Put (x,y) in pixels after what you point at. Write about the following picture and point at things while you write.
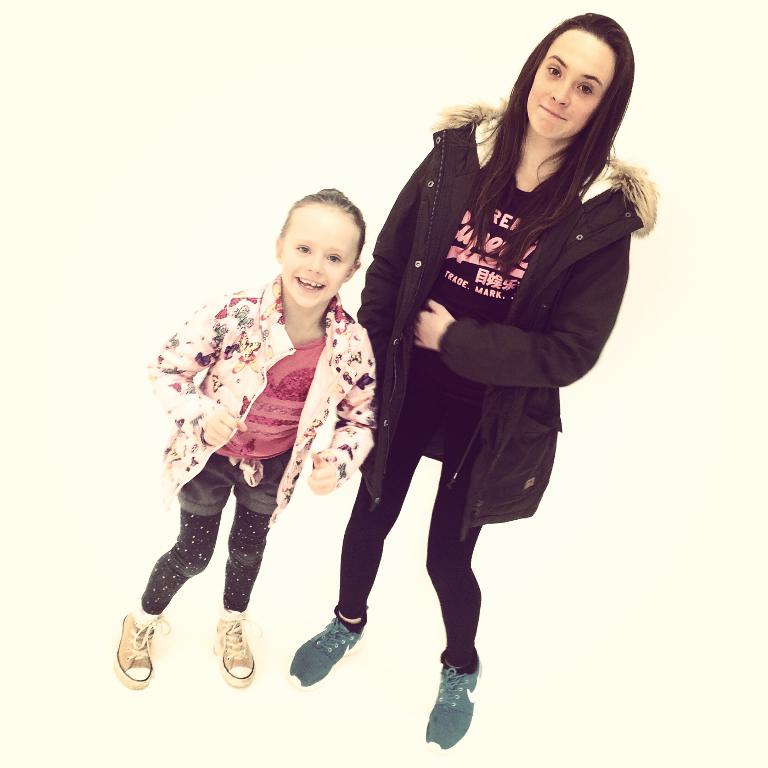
On the left side (222,448), there is a girl (345,442) smiling and standing on a surface (217,687). On the right side (564,360), there is a woman (560,138) smiling and standing on the surface (497,705). And the background (684,5) is cream in color.
